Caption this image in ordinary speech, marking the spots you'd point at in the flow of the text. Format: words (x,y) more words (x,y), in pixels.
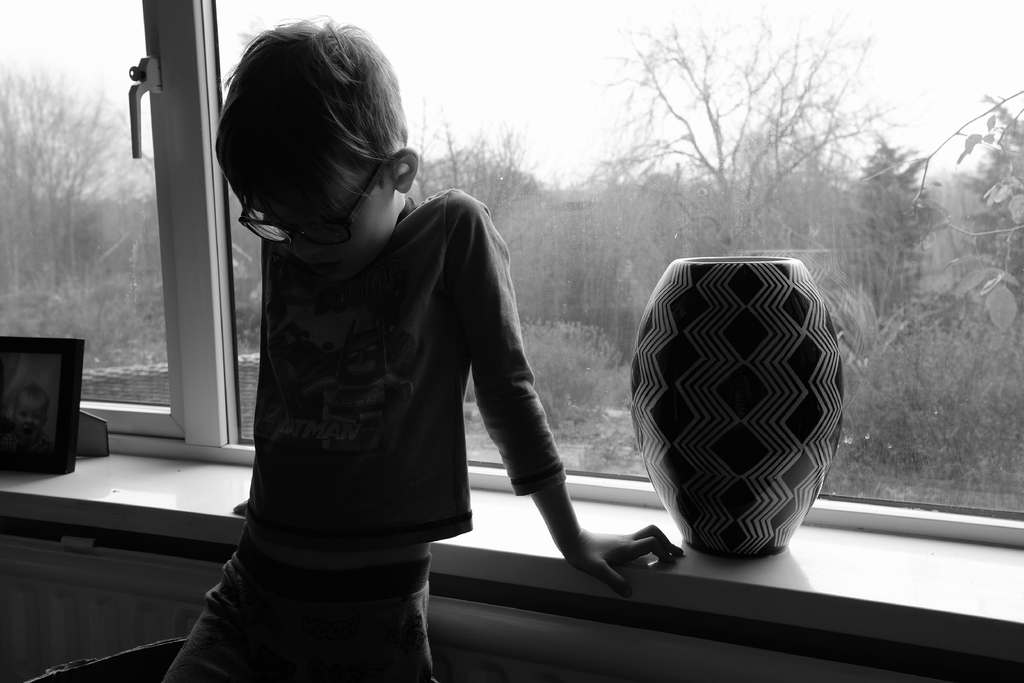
Here in this picture we can see a child (277,283) standing over a place and behind him we can see a window (124,265), through which we can see plants (557,349) and trees (51,285) present all over there and beside him on the right side (706,332) we can see a porcelain vase (637,399) present over there and on the left side (14,357) we can see a photo frame (67,359) present over there and we can see the child (327,272) is wearing spectacles (265,220) on him.
